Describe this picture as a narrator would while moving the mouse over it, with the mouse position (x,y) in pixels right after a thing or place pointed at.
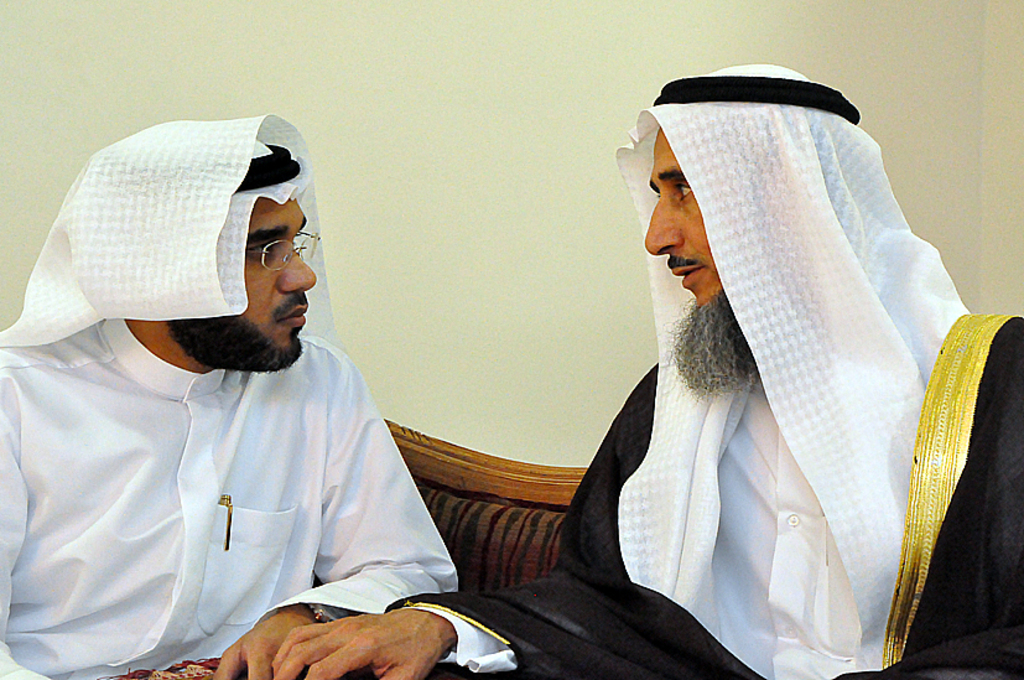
This picture shows couple of men (800,534) seated on a sofa (460,567) and they wore clothes (725,261) on their heads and we see a wall (452,140).
